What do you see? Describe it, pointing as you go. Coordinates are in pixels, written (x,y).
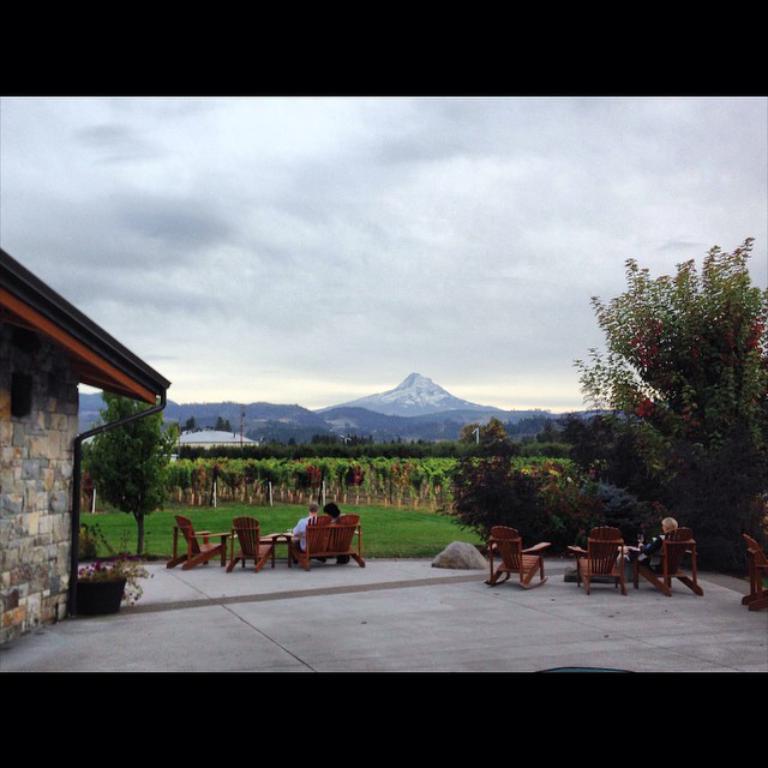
In this picture, we see three men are sitting on the chairs (676,553). Beside them, we see the empty chairs (241,558). On the left side (93,434), we see a building (32,508) with a brown color roof (13,300). Beside that, we see the flower pot (82,585). On the right side (628,333), we see the trees (633,476). In the middle of the picture (323,474), we see the plants (349,484) or trees (363,488). There are trees (342,452) and hills (370,428) in the background (291,410). At the top (306,236), we see the sky (411,229).
